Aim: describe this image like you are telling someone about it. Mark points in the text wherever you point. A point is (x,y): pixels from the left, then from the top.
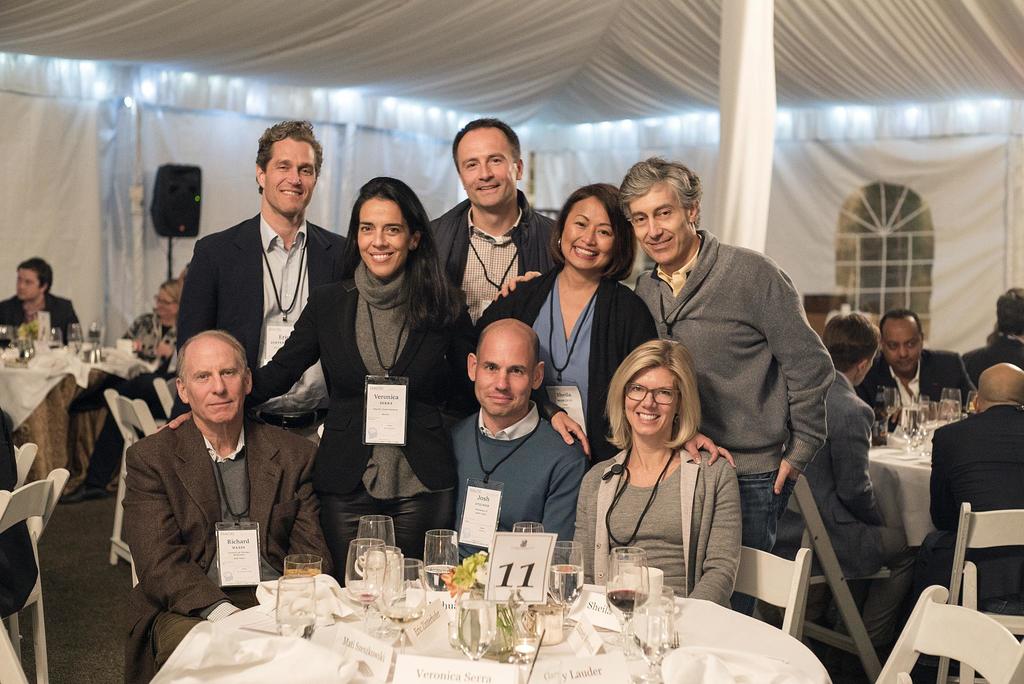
In the center (657,420) we can see three persons (544,439) were sitting on the chair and rest of the persons (665,297) were standing around the table (731,631). On table (563,658) there is a glasses (436,563), napkin (338,594), flower vase (503,652) etc. In the background (329,98) we can see tent (797,188), speaker (178,212), window (876,250) and few more persons (908,373) were sitting around the table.
